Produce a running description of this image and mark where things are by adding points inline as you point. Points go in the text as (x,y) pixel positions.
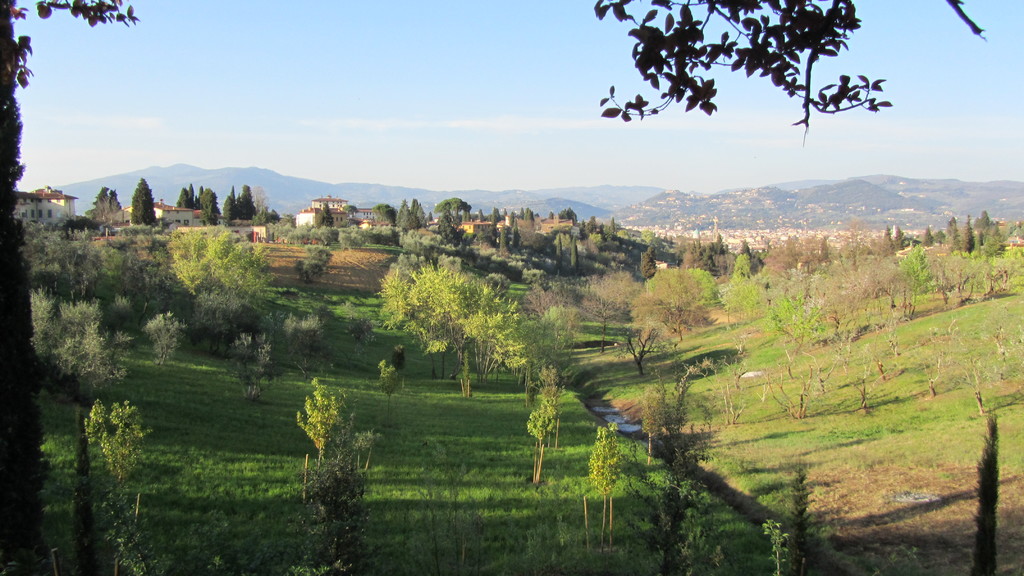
In this picture we can see grass (438,401), trees (453,291) and a water line (621,428) passing through here and in the background (304,222) we can see a beautiful house (341,213) over the hill (339,219) surrounded with trees (246,210) and here it is a mountain (764,210) and above this there is a sky (398,109).
